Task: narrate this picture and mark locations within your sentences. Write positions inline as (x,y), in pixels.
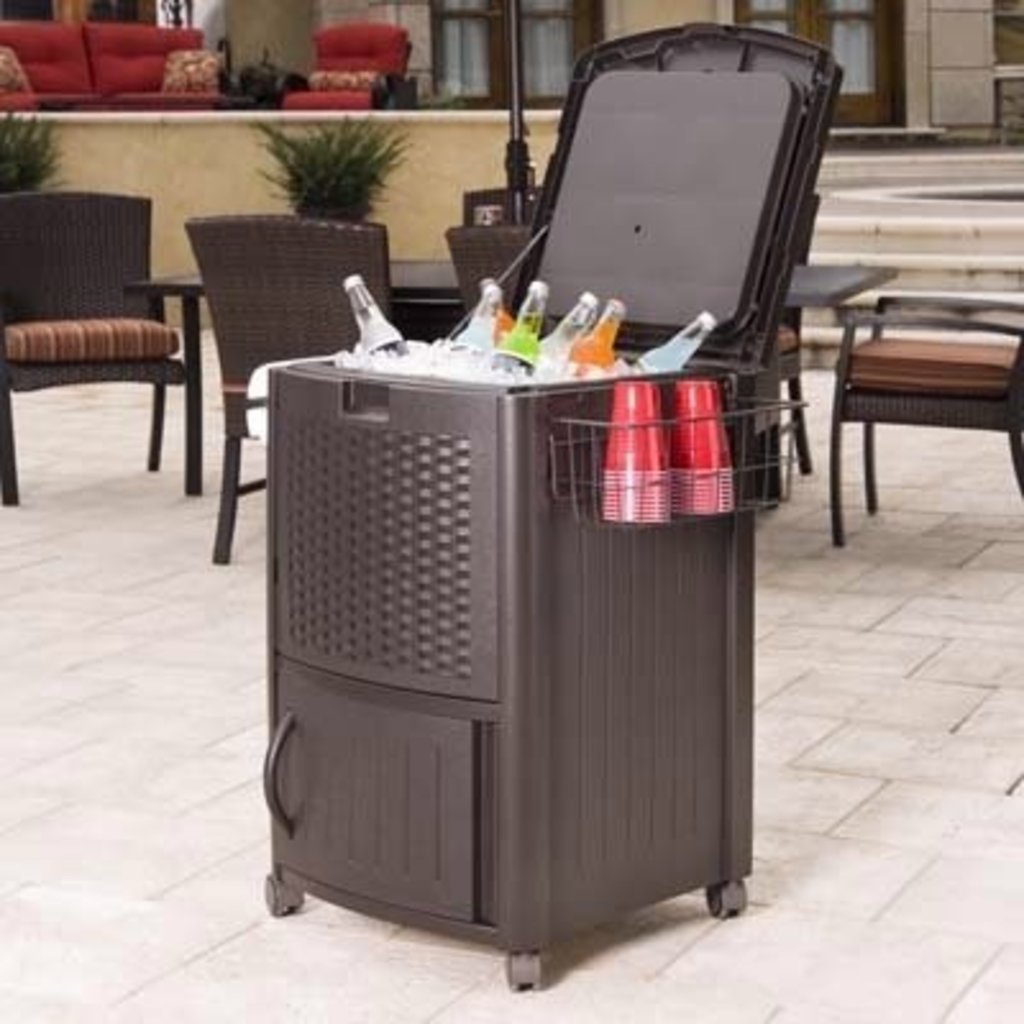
In this picture we can see a patio cooler (428,610) and on the cooler (497,414) there are bottles (511,348) and on the right side of the cooler (582,444) there are cups (671,451). Behind the cooler (464,556) there are chairs (287,223), couch (158,86), plants (314,208), windows (851,53) and other things (211,166).
